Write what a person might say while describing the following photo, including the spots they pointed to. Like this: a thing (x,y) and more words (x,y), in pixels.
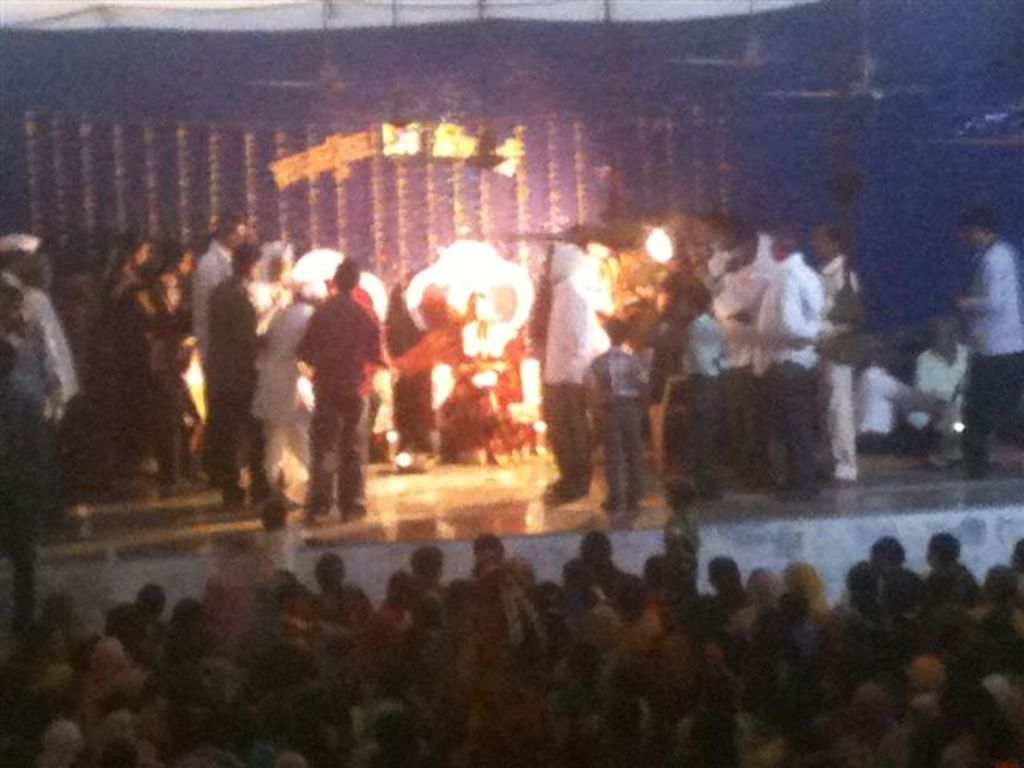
In the image it looks like some ceremony function, there are few people (494,345) standing on the stage (123,592) and in front of the stage (772,553) there is a huge crowd (716,625) and in the background (62,150) there are some decorations (557,189).
